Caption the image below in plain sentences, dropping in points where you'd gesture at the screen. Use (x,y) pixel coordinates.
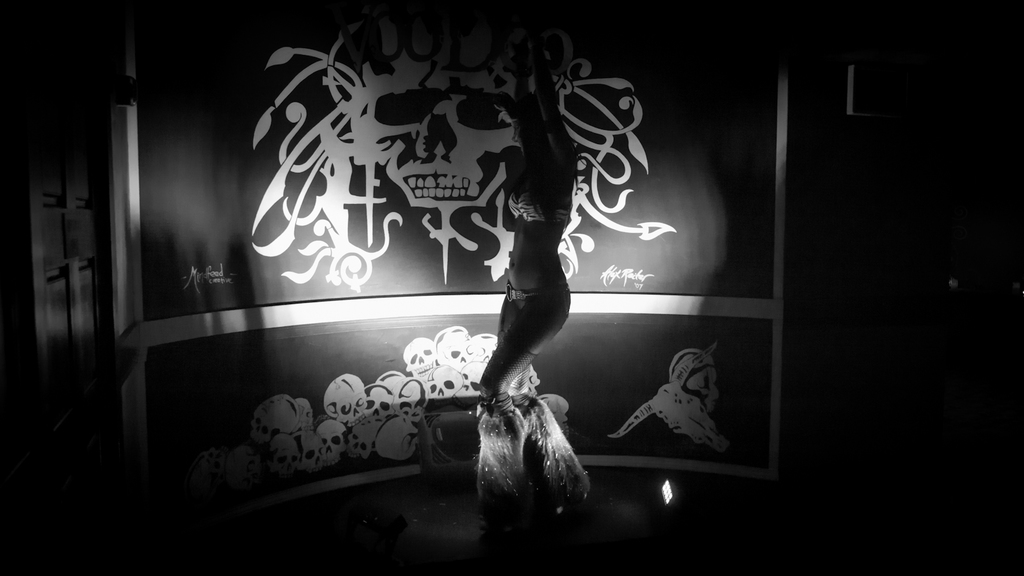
In this image we can see the dark picture. And there is a person (504,386) dancing. And at the back (239,108) there is a poster (445,106) with text (195,281) and images (304,407).
